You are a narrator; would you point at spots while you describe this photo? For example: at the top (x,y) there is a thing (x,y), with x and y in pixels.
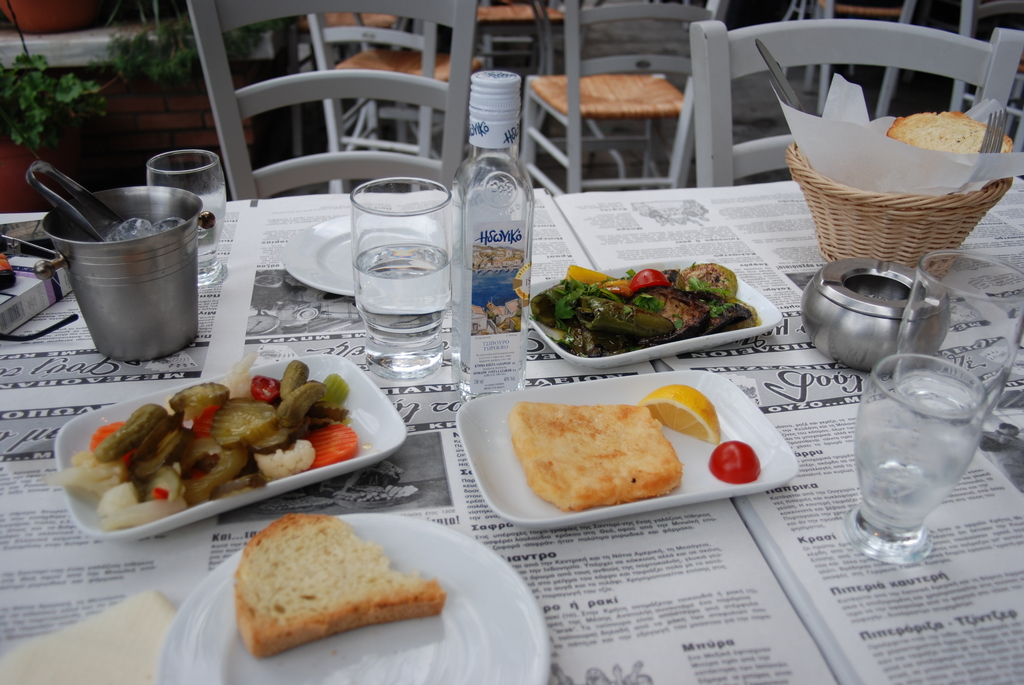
In this image we can see chairs (996,96) and tables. There are many objects (546,397) placed on the table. There are few plant pots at the left side of the image (18,189).
